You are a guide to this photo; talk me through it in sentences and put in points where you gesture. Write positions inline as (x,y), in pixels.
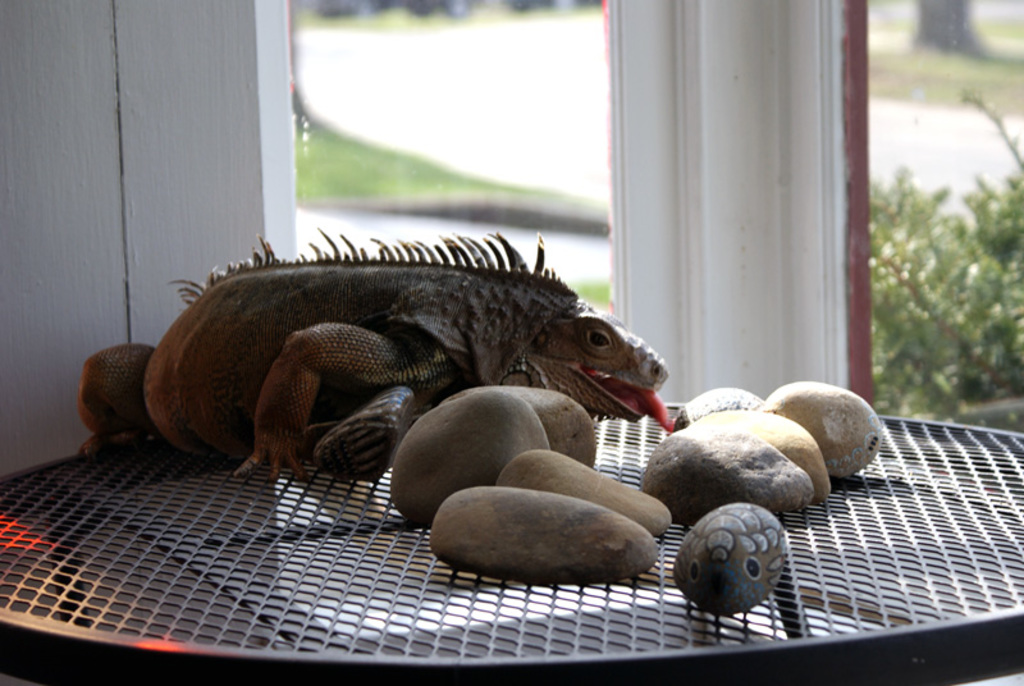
In this picture we can see an iguana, some stones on a mesh (370,564) and in the background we can see pillars (828,200), plants (898,335).
